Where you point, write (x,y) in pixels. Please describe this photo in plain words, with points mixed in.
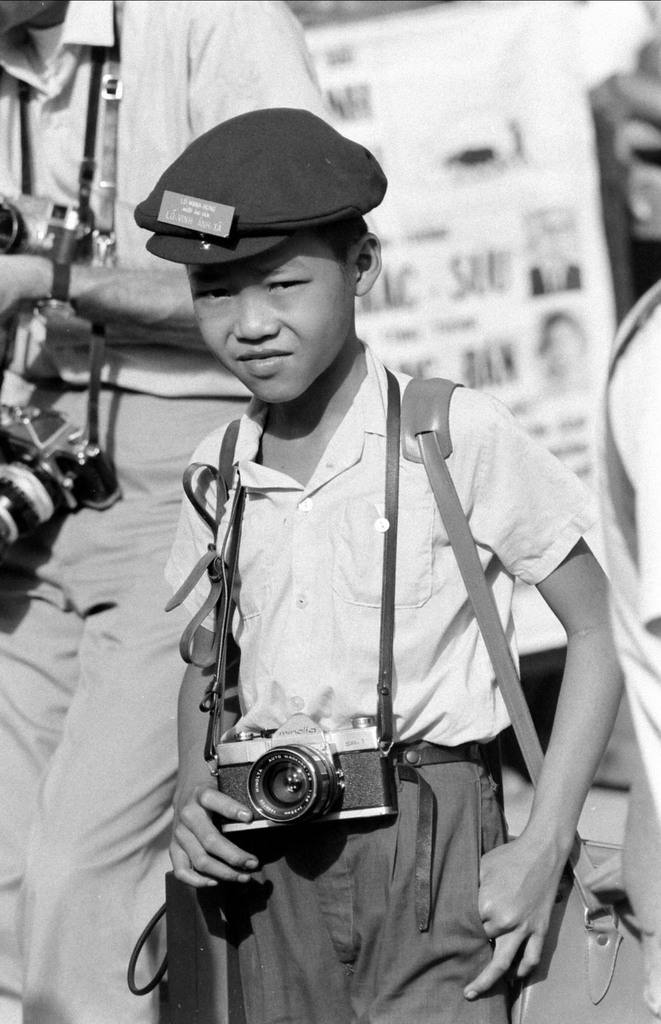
As we can see in the image there are two people (240,189) in the front (260,228). These two are wearing camera (55,506) over their neck (298,431). Behind them there is a banner (500,193). The boy (327,437) who is standing over here is wearing black color hat (244,187) and white color shirt (332,547) and the man (69,771) who is standing over here is wearing white color shirt (163,72).
